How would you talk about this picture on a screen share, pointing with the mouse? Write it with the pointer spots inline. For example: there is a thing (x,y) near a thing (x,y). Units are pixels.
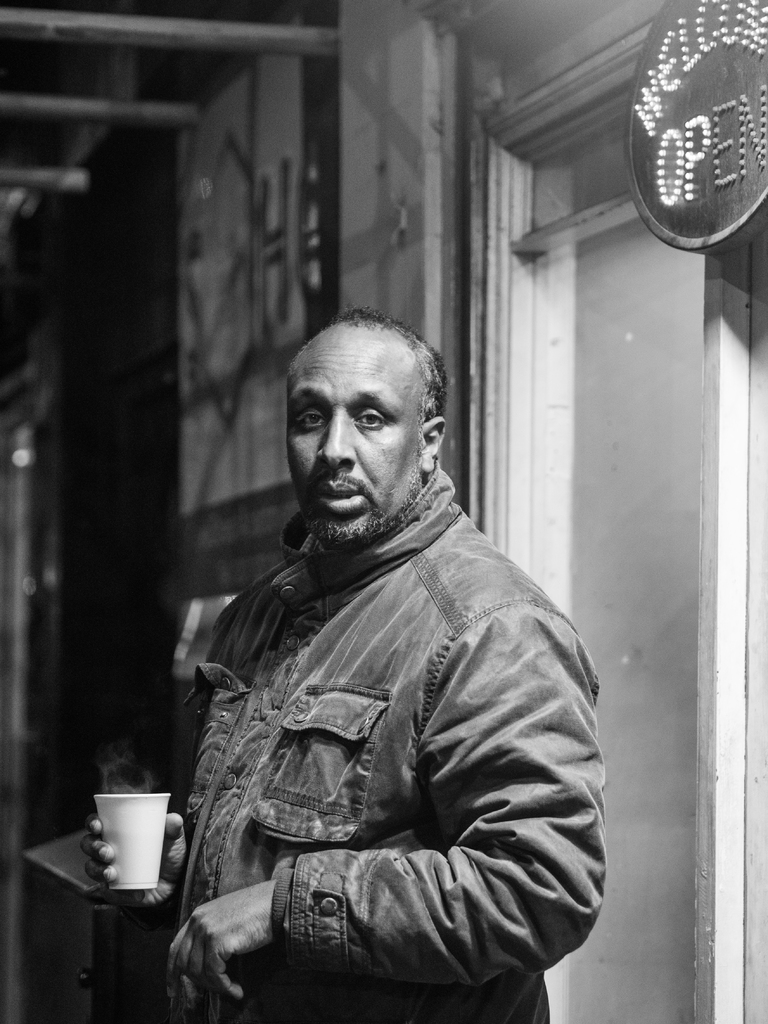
In the image there is man (336,704) wearing a jacket (201,854) holding a coffee cup (116,850) in front of a store (654,510).
